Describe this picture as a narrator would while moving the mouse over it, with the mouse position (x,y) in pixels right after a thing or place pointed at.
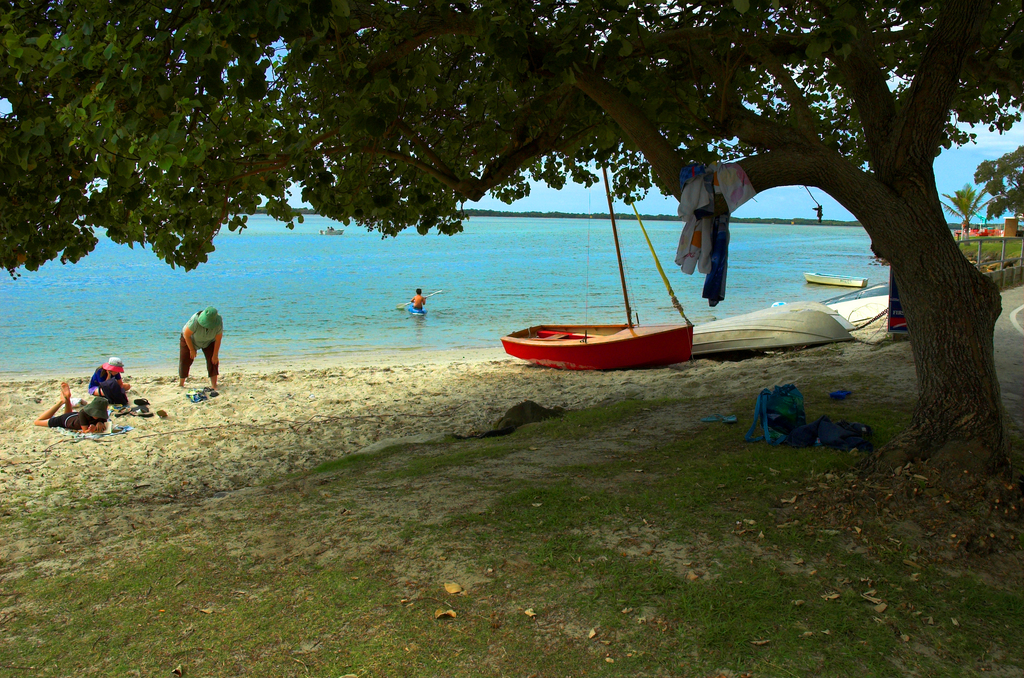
In this picture there is a tree (983,294) and few boats (814,334) in the right corner (974,322) and there are few people (101,414) in the left corner (45,423) and there is water (365,277) in the background (421,280).
